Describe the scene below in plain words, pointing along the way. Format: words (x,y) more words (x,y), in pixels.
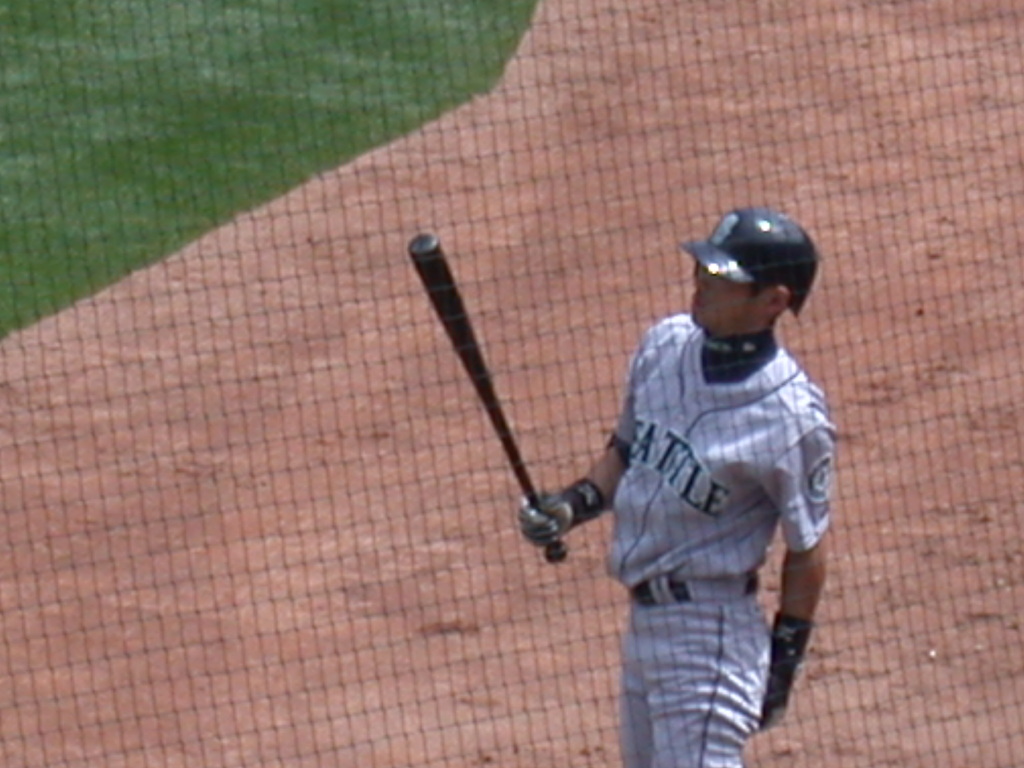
In the image there is a man (731,345) in white jersey (710,409), helmet (716,245) and baseball bat (444,309) standing in back of the net (253,362), in the back (116,89) there is grassland (286,112).
